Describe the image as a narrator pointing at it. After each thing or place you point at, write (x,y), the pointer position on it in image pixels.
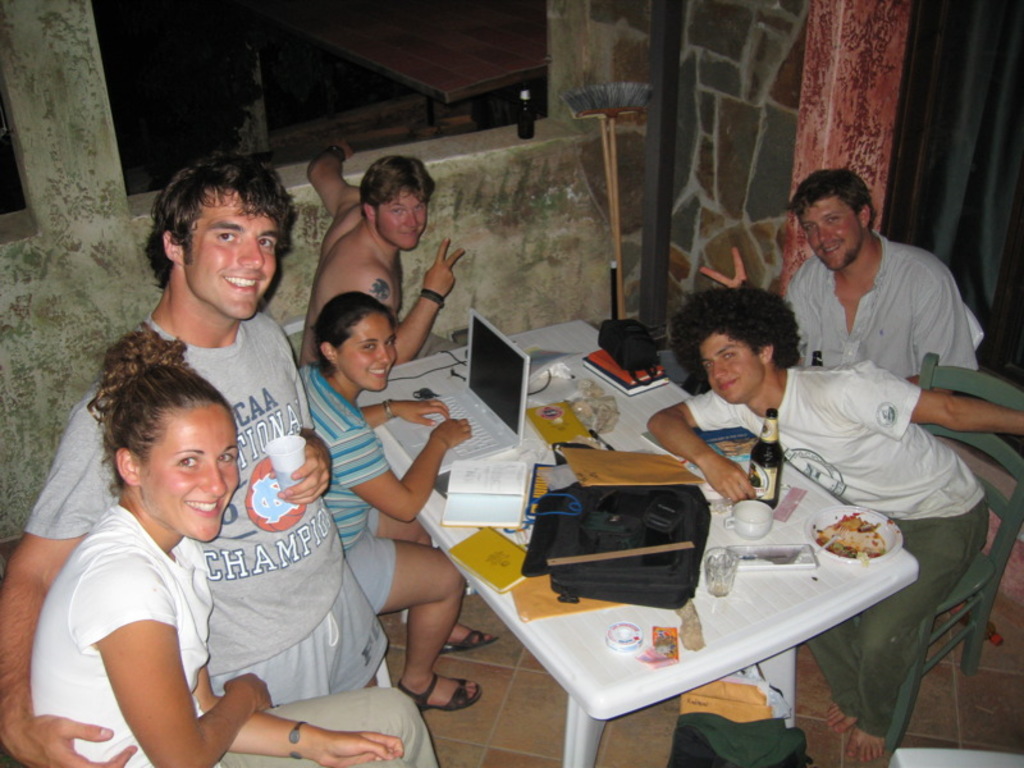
The image is inside the room (775,199). In the image there are six people (835,365) sitting on chair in front of a table (591,625), on table (604,640) we can see a bag (642,582), book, laptop (487,395), plate (873,521), bottle (764,489), coffee cup (762,506). On left side (263,330) there is a man (311,485) sitting and a woman (109,664) sitting, on right side (946,85) we can see a black color curtain (957,57) in background (464,39) there is a another table (439,25) and a broomstick (591,105).
